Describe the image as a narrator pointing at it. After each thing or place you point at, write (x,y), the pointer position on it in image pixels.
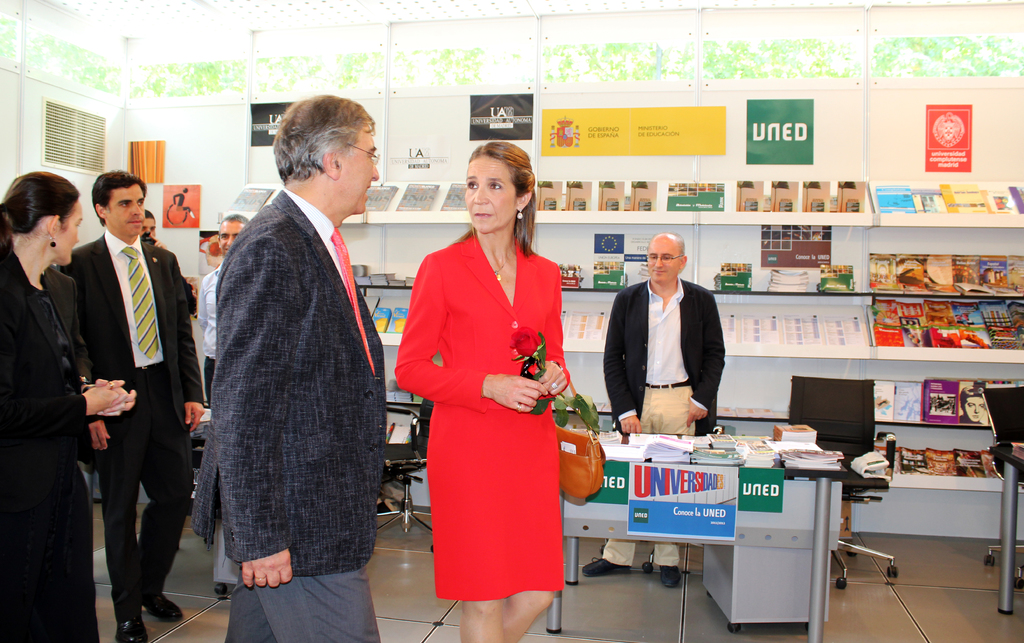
In this image we can see some people (470,512) standing on the floor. A woman (536,506) holding a red rose (585,399). On the backside (712,465) we can see a table (737,492) full of books (760,441) and some chairs (863,478). A person (698,375) standing behind the table (660,517). We can also see some books (620,285) in the shelves (735,312).
